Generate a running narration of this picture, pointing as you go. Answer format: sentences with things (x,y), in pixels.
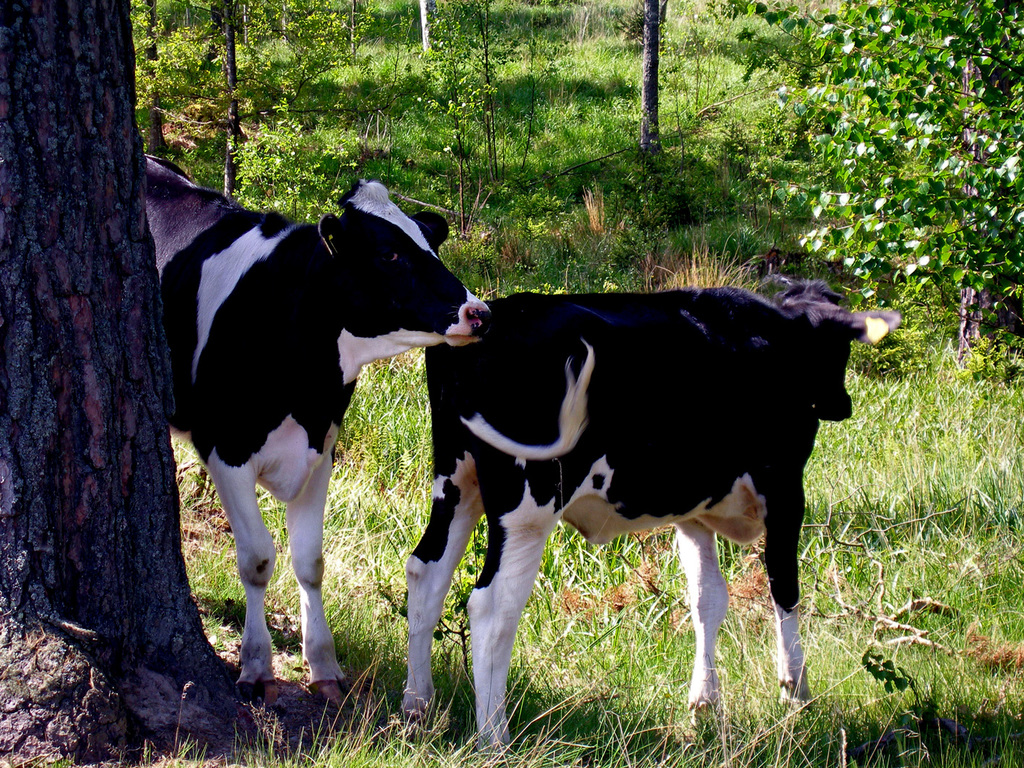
This picture is clicked outside. In the center (673,391) we can see the two cows (678,333) standing on the ground (450,655). On the left (82,319) there is a trunk (158,589) of a tree (161,689). In the background (470,258) we can see the grass (526,127) and the plants (440,143).
